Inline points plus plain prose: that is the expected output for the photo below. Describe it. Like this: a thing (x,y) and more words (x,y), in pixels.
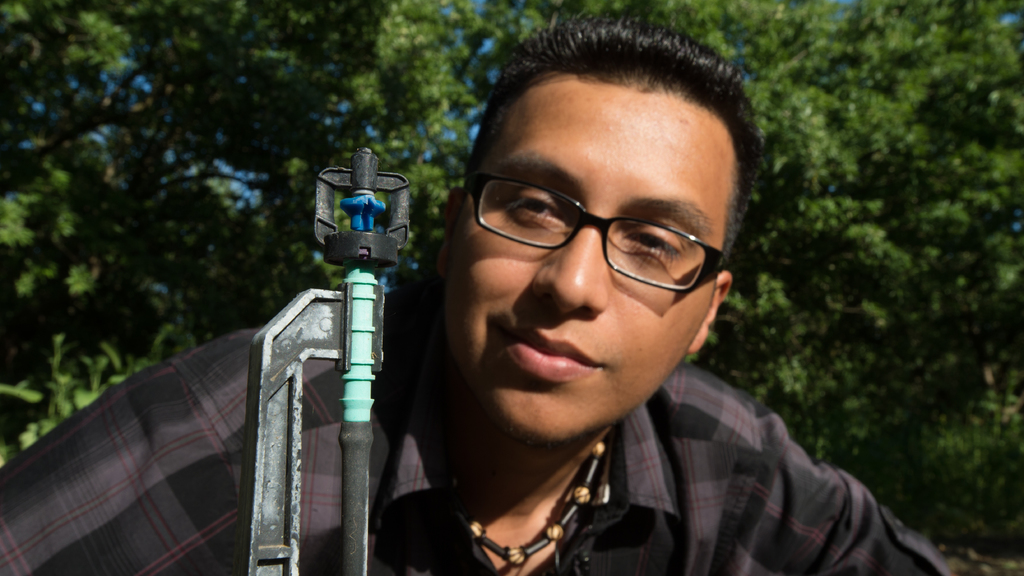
In this picture we can see a person (597,278), this person (641,365) wore spectacles (624,258), there is a sprinkler (353,455) with a clamp (373,340) in the front (353,386), in the background (456,24) we can see a tree (619,9).
